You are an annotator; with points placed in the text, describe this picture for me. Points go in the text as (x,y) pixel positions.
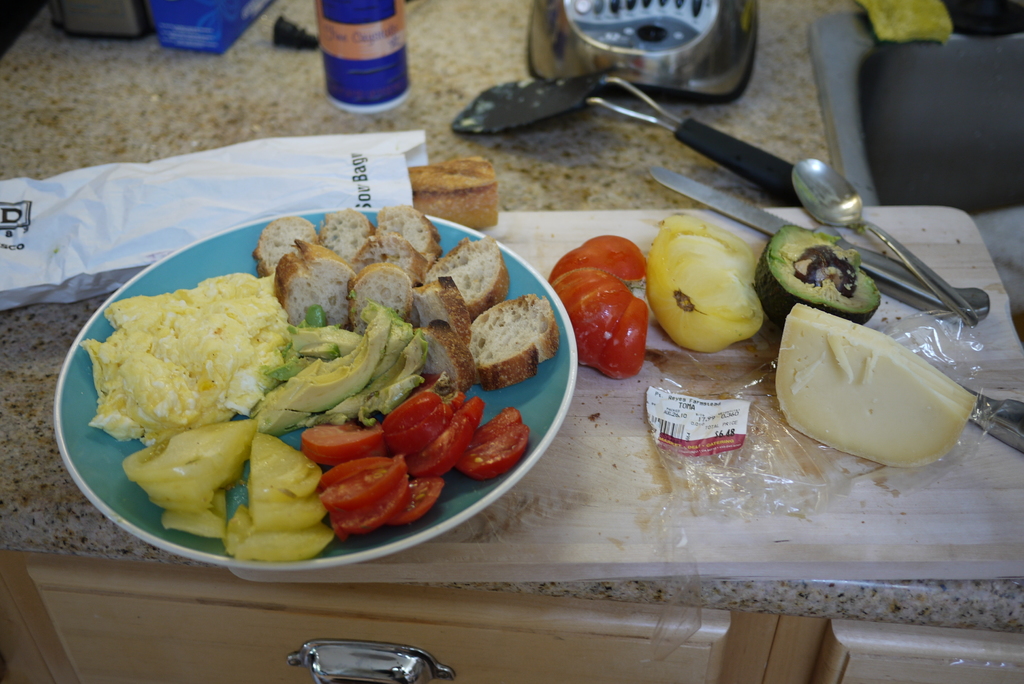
In this picture we can see a wooden plank (822,530), plate (567,333), vegetables (694,328), spoons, food items (477,245), paper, plastic cover (164,193), knife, some objects (379,66) and these all are placed on the platform (490,30).
